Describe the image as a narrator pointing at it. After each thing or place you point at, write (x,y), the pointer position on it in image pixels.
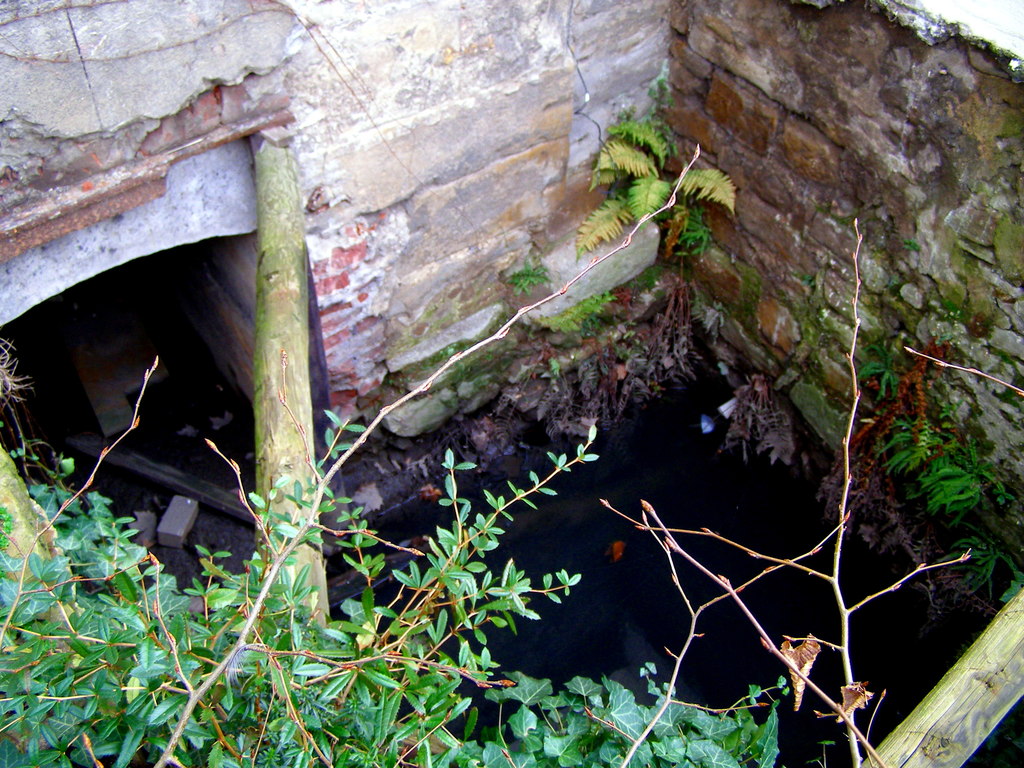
There is a drainage (210,354) in the middle of the image (408,494). There are some plants (438,703) at the bottom of the image (270,712).
